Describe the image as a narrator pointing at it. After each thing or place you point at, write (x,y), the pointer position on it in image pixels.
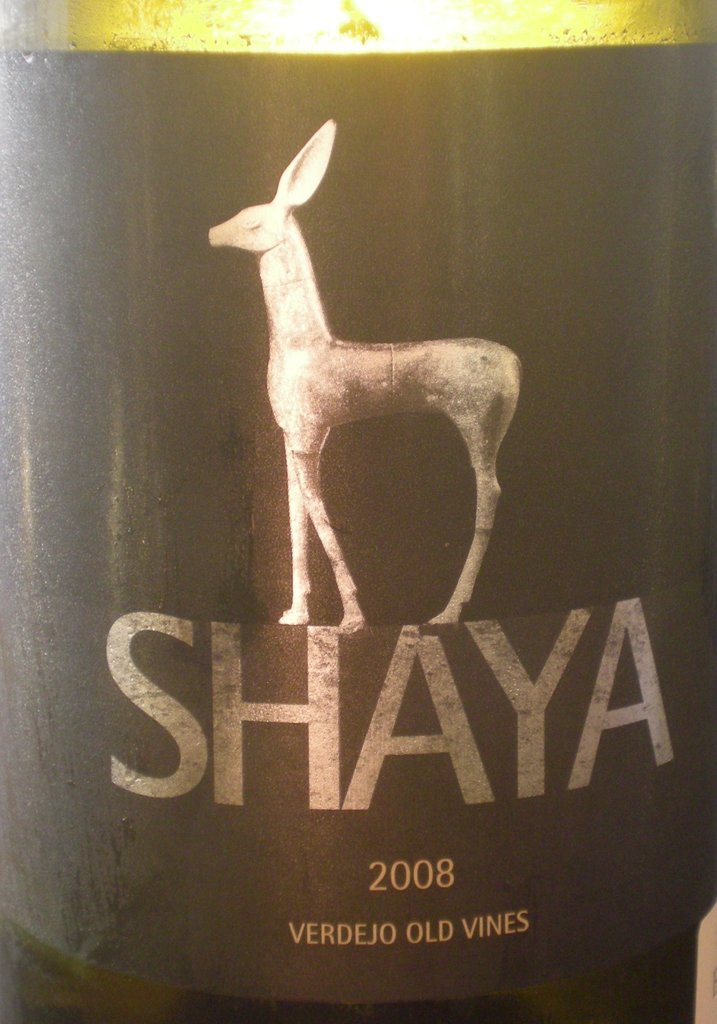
In this picture, we can a poster (356,532) with some text (317,774) and image (295,539) on an object (356,660).
